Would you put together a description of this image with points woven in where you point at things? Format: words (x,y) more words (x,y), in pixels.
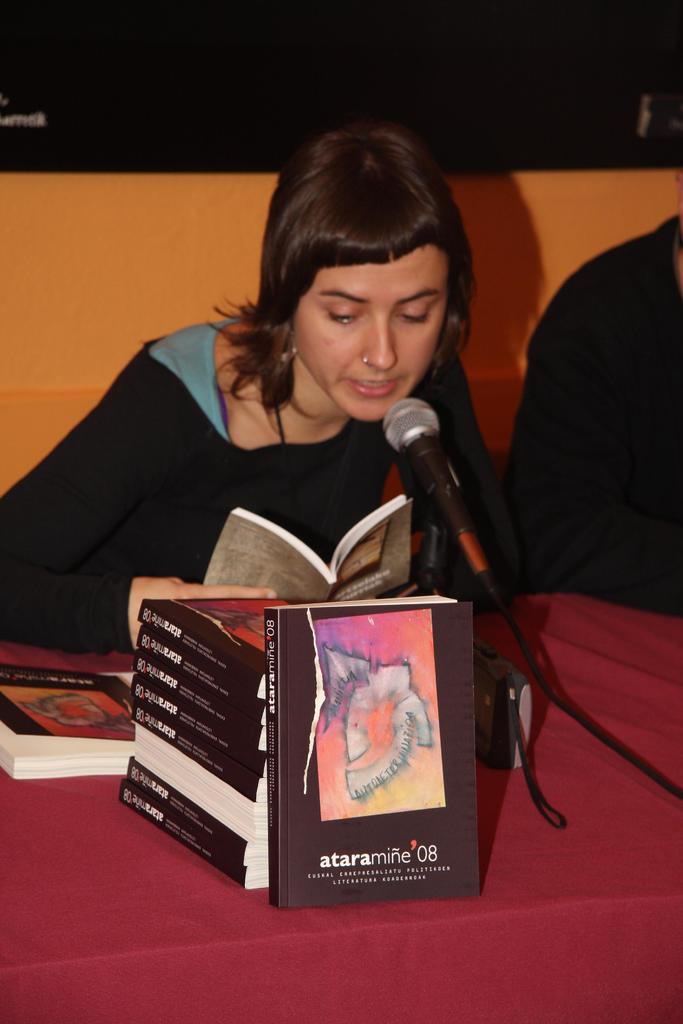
In this image there are two persons (361,339) sitting, a person (392,364) talking, a person (537,332) is truncated towards the right of the image (609,351), a person (315,508) is holding a book (352,531), there is a microphone (447,497), there is a wire (521,639) truncated towards the right of the image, there are books (284,702), there is an object (521,697), there is a red colored cloth (481,638) truncated towards the bottom of the image (166,962), there is a couch (177,274), the background of the image (246,65) is dark.
